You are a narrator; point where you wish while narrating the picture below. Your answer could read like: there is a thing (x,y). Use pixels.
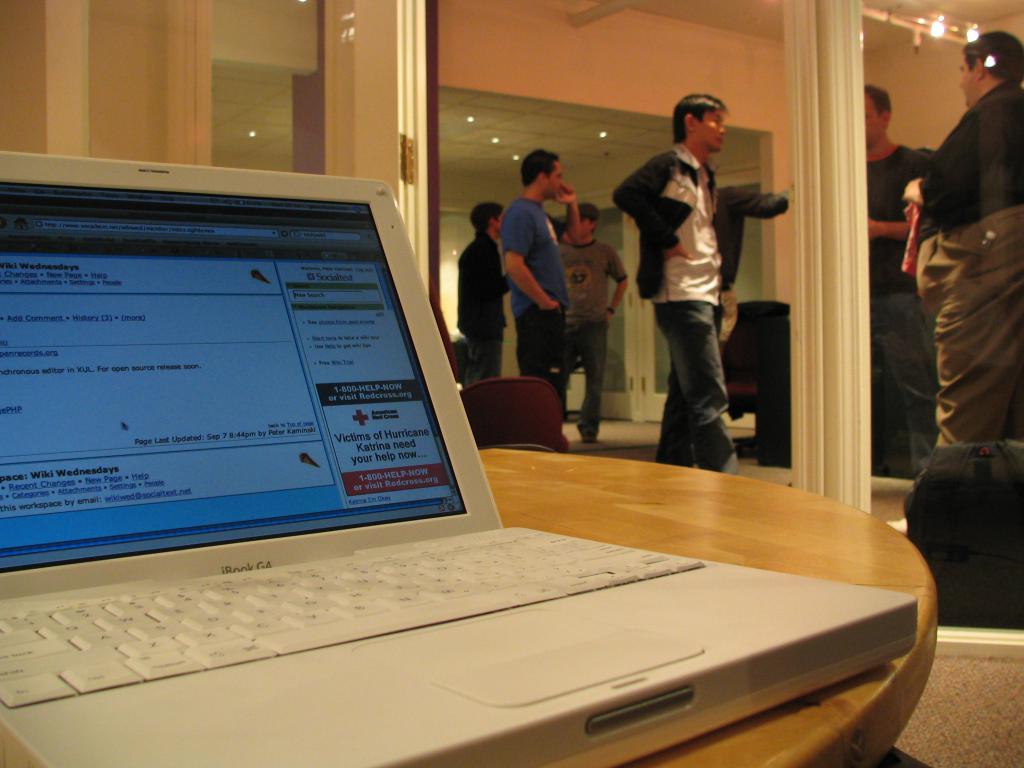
In this image there are people (688,201), lights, table (693,472), laptop (434,611) and objects (477,425). Something is written on the laptop screen (138,440).
